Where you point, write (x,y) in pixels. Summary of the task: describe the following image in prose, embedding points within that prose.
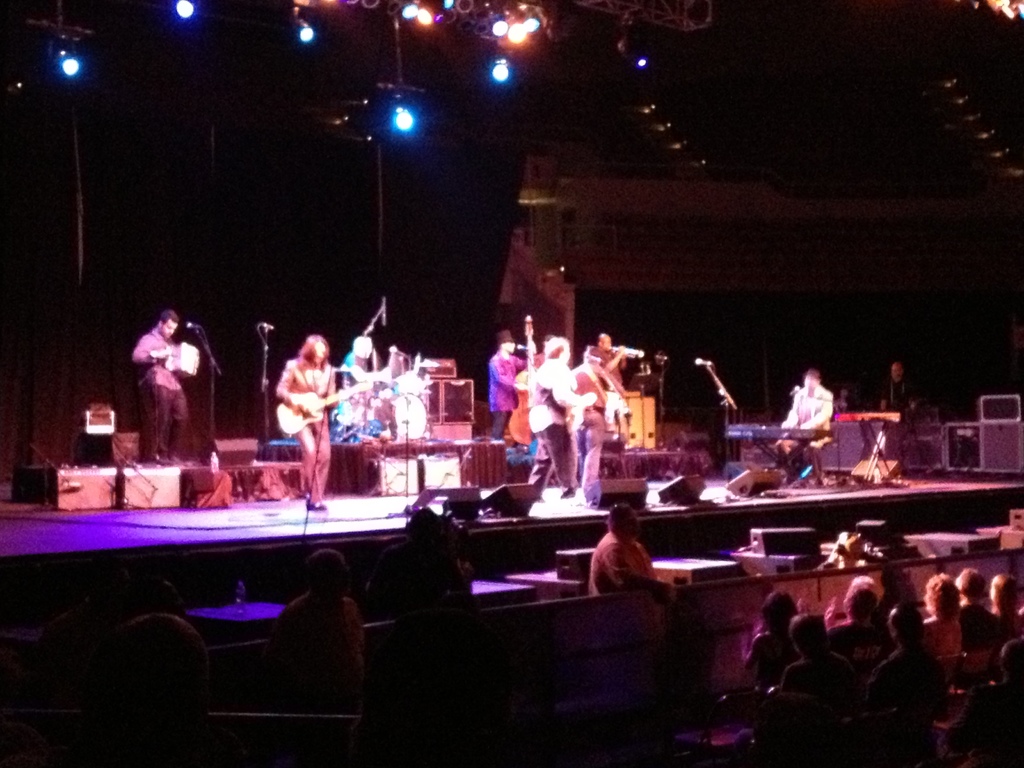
These persons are standing. This person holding guitar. There is microphones (385,308) with stand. These are audience (792,660). This person (630,586) standing. This person (809,447) sitting and playing musical instrument (795,428).
